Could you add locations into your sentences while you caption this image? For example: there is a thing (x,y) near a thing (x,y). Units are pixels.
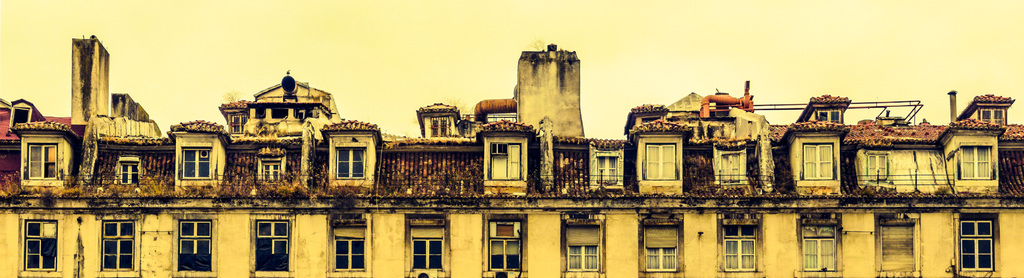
In this picture we can see building (623,202) and windows (886,232). In the background (478,52) there is a sky (702,53).
